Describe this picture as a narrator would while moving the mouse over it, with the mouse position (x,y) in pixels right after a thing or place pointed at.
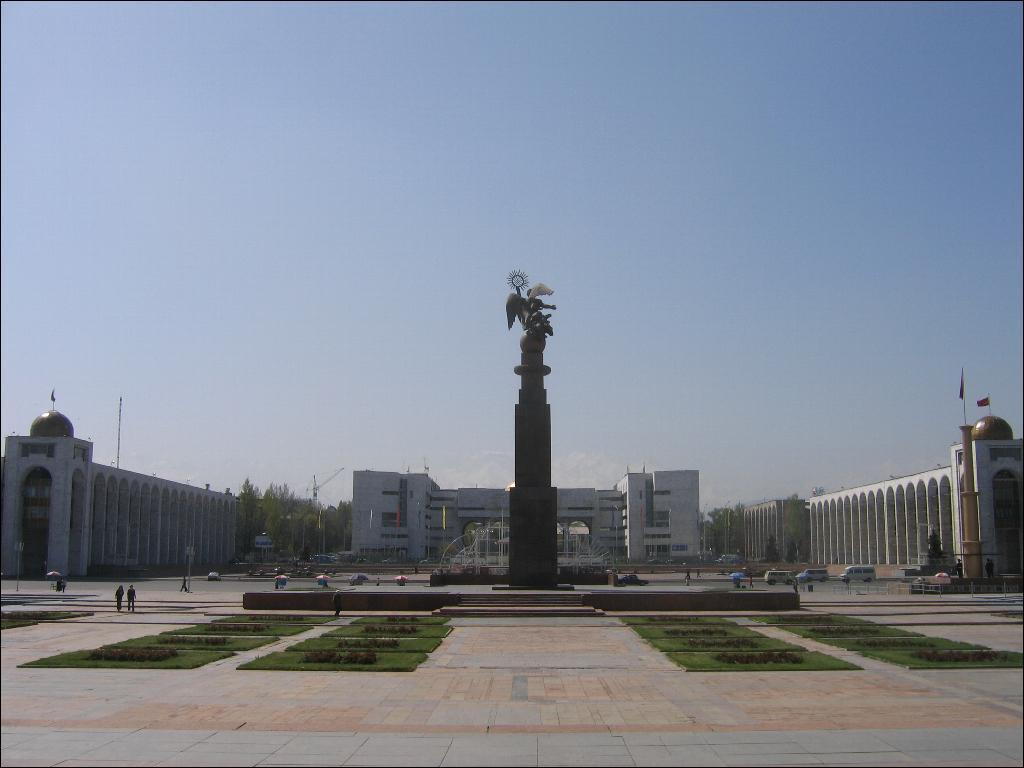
In the image there is a huge land (336,629), it has some grass (413,645) and at the centre (524,314) there is a tower (535,531) and on that there is a sculpture (515,297), few people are walking on the path (586,622) and around the path (579,638) there are some buildings (481,513) and trees (349,534), on the right side (801,581) there are few vehicles (810,577).
